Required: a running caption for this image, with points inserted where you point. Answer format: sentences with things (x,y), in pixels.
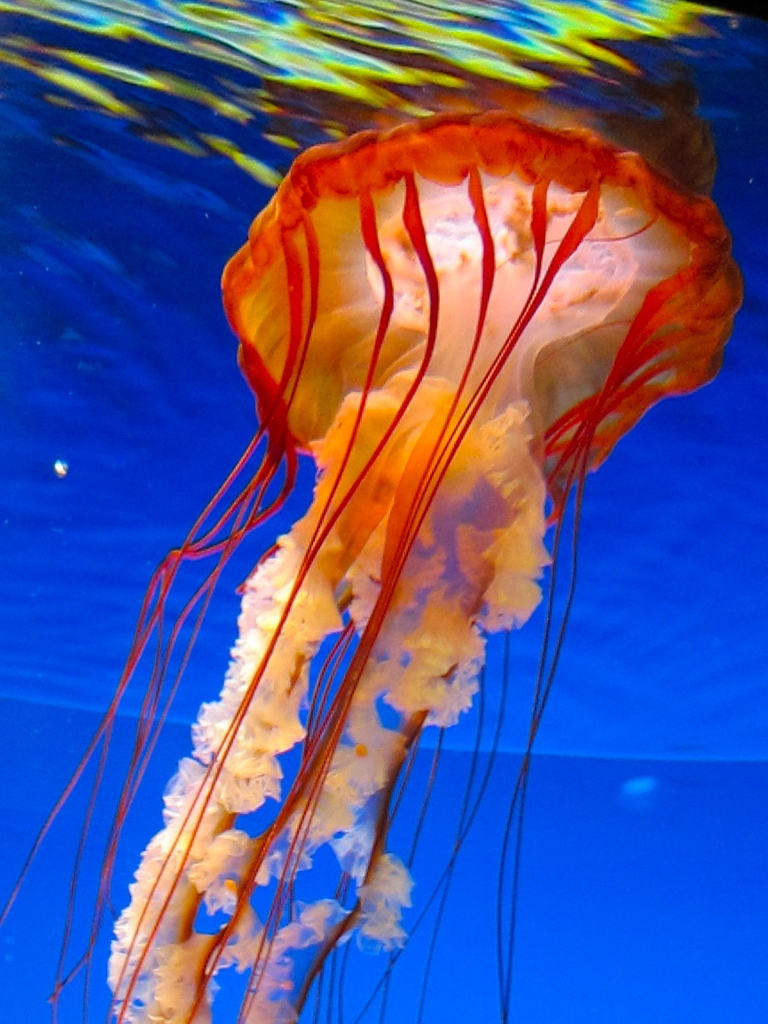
In this image, we can see a jellyfish (490,381) in the water (129,525).
